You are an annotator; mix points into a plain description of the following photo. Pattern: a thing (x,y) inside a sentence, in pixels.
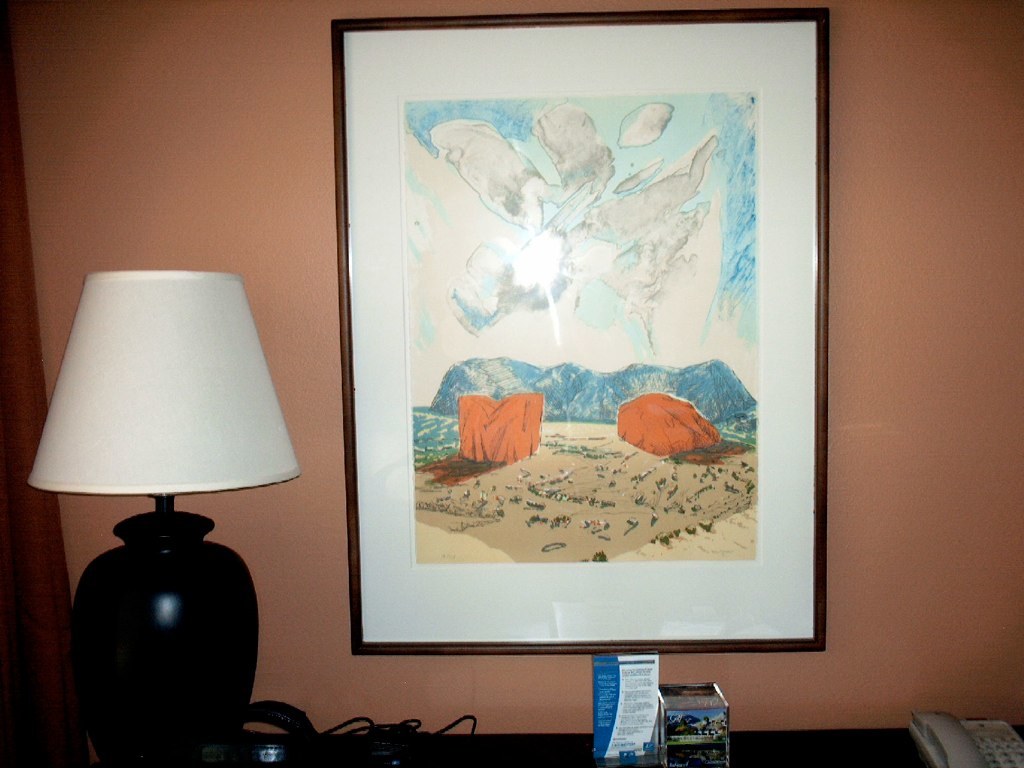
In the picture I can see a light lamp (200,518), telephone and some other objects (664,715) on a table (862,741). I can also see a photo (572,482) attached to a wall (854,257). On this photo (574,429) I can see a painting (617,433) of something.
